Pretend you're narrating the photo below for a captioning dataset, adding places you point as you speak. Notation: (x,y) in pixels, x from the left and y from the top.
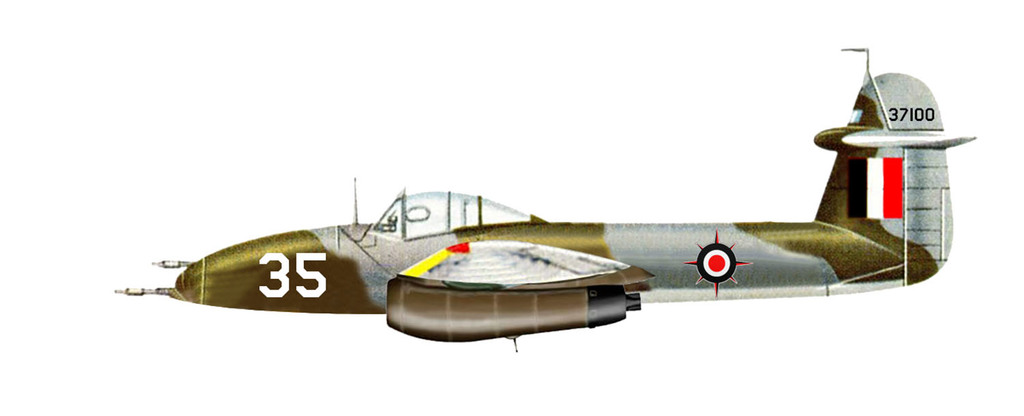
Here in this picture we can see a animated image of a jet plane (419,331) present over there.
